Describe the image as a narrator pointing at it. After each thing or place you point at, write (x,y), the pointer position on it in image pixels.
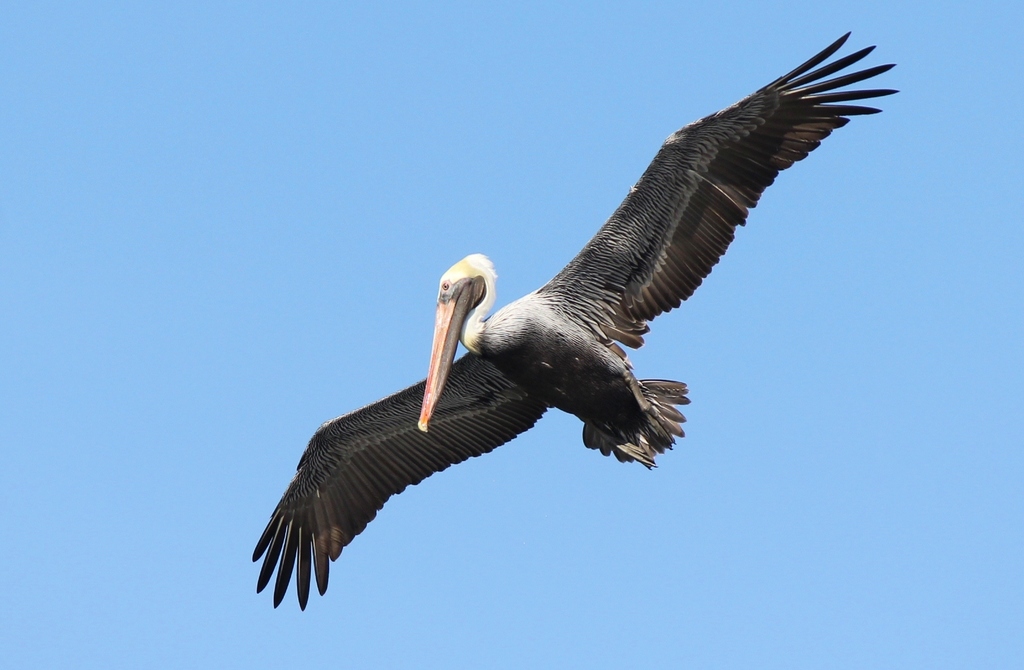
In the image there is a bird (718,219) flying in the air (334,114) and above its sky (300,182).
